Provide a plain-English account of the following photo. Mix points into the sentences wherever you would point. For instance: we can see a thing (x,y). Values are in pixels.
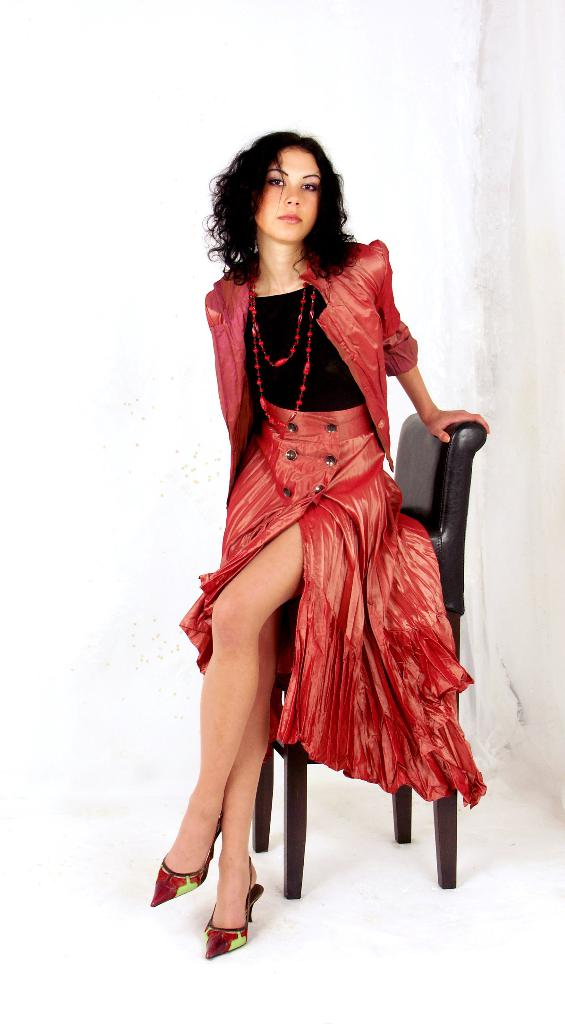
In this image I can see a woman (348,553) wearing red and black colored dress (336,395) is sitting on a chair (448,575) which is black in color. I can see the white colored background (508,950).
